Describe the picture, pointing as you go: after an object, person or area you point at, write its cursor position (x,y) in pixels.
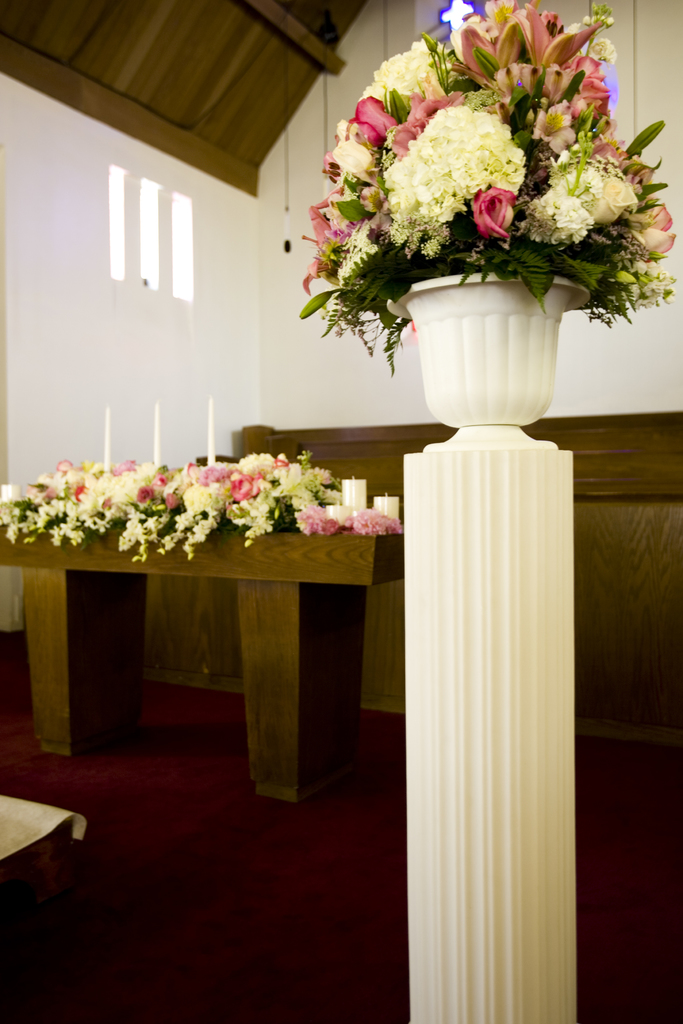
In the left middle of the image (34,642), there is a table (324,701) on which flowers (140,492) are kept. On the right (505,920), there is a pillar (478,955) of white in color on which flower bouquet (535,178) is kept. The walls (267,232) are white in color. This image is taken inside a hall (347,843).
